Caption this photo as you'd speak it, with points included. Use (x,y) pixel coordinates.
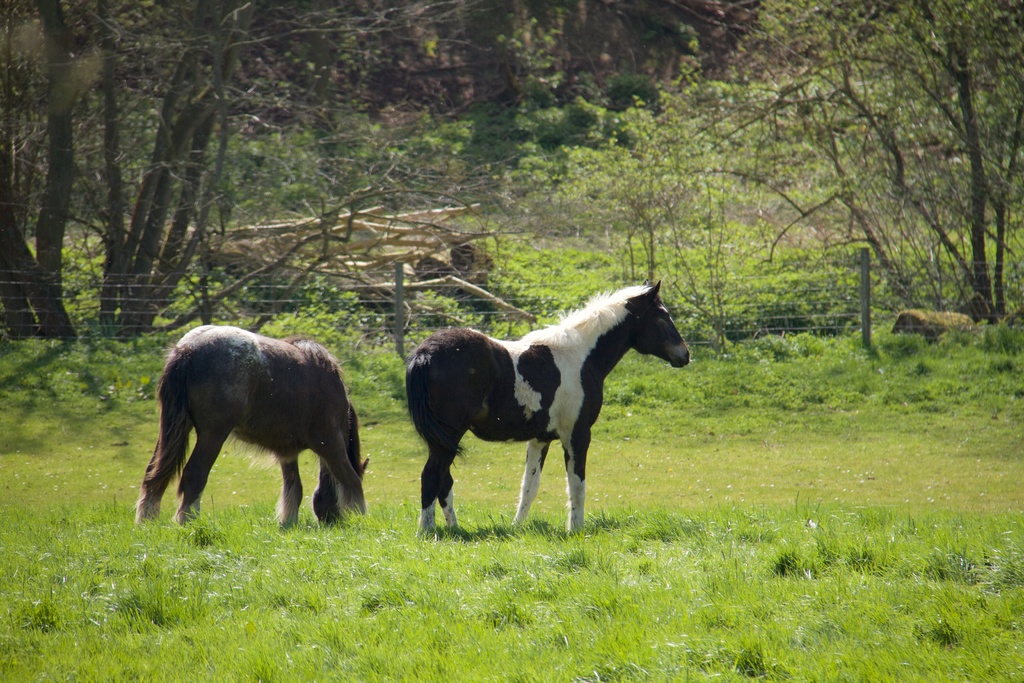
In this picture we can see two horses (428,408) standing on the grass (182,547). A horse (174,372) on the left side (239,419) is eating grass (326,540). We can see some fencing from left to right. Few trees (197,147) are visible in the background (838,218).
